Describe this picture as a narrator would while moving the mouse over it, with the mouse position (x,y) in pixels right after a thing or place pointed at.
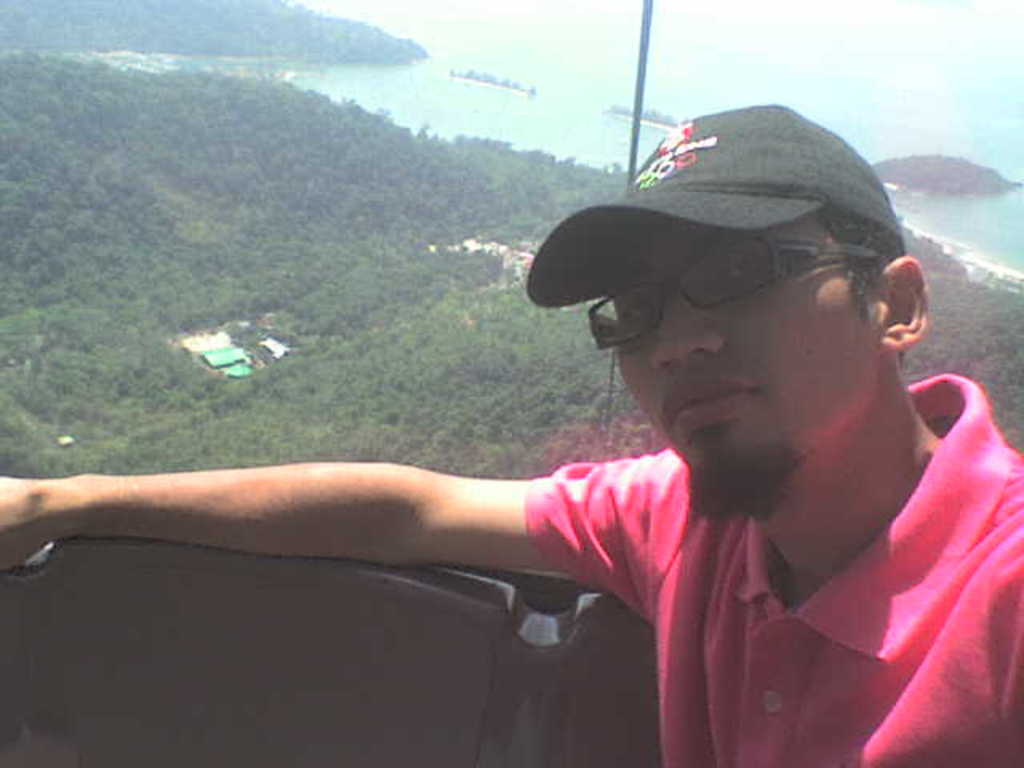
In the foreground of this image (710,540), there is a man (806,608) in pink T shirt (894,669) sitting on the seat (495,730) and it seems like he is sitting in the cable car (486,619). In the background (499,364), there are trees (406,416), few buildings (235,351), water (549,60) and the cliffs (347,28).
